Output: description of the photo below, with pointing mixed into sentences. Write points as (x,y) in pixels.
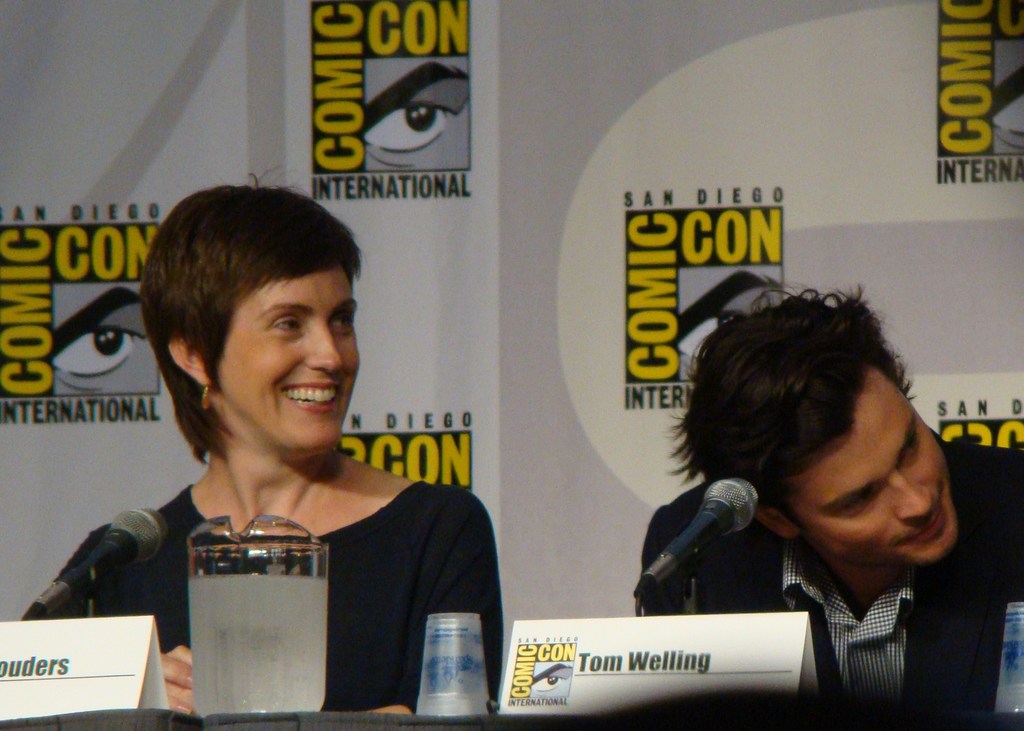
On the right side of the image (924,485) we can see a man (914,547) is sitting and wearing a suit (965,687). On the left side of the image (305,462) we can see a lady (355,498) is sitting and smiling. At the bottom of the image (121,720) we can see a table (332,712). On the table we can see the boards (11,653), glasses (440,647), mics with stands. In the background of the image (520,321) we can see a board (478,390).
